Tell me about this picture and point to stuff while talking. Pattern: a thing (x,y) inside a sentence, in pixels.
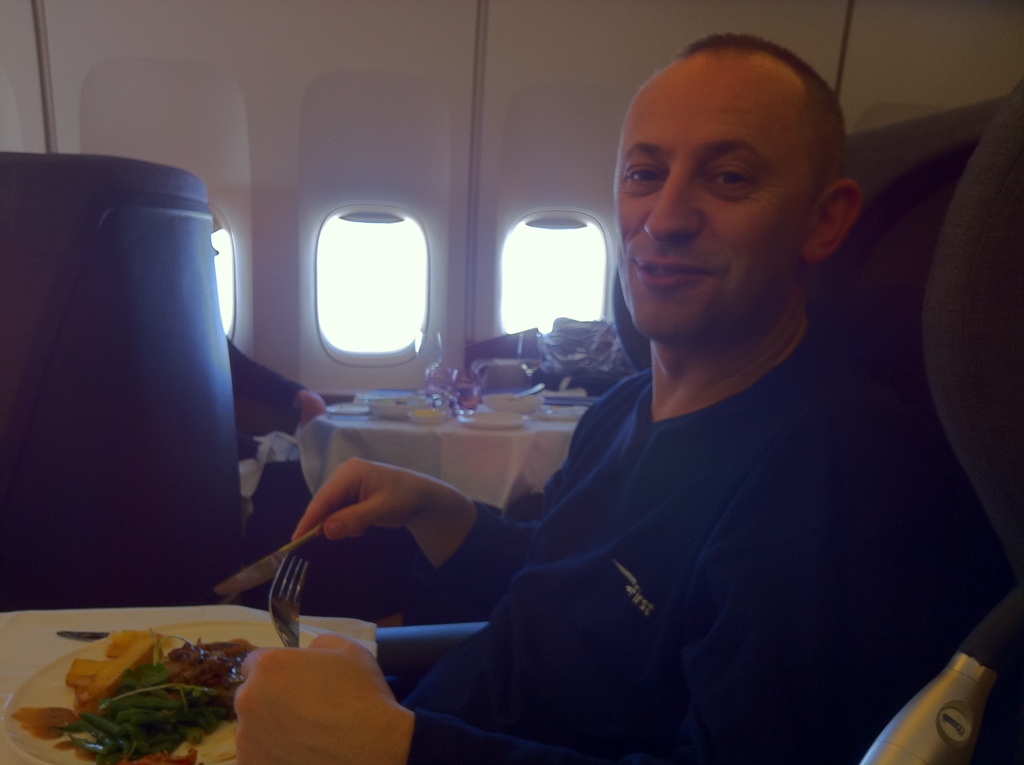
In this picture I can see a person (728,428) is sitting on the chair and holding fork (298,634) and knife (296,534). The person (670,502) is smiling. On the table (429,431) i can see glasses (460,402), plates (264,644) on which i can see food items (156,738) on it and other objects (518,406). The table (458,419) is covered with white color cloth (473,427).
